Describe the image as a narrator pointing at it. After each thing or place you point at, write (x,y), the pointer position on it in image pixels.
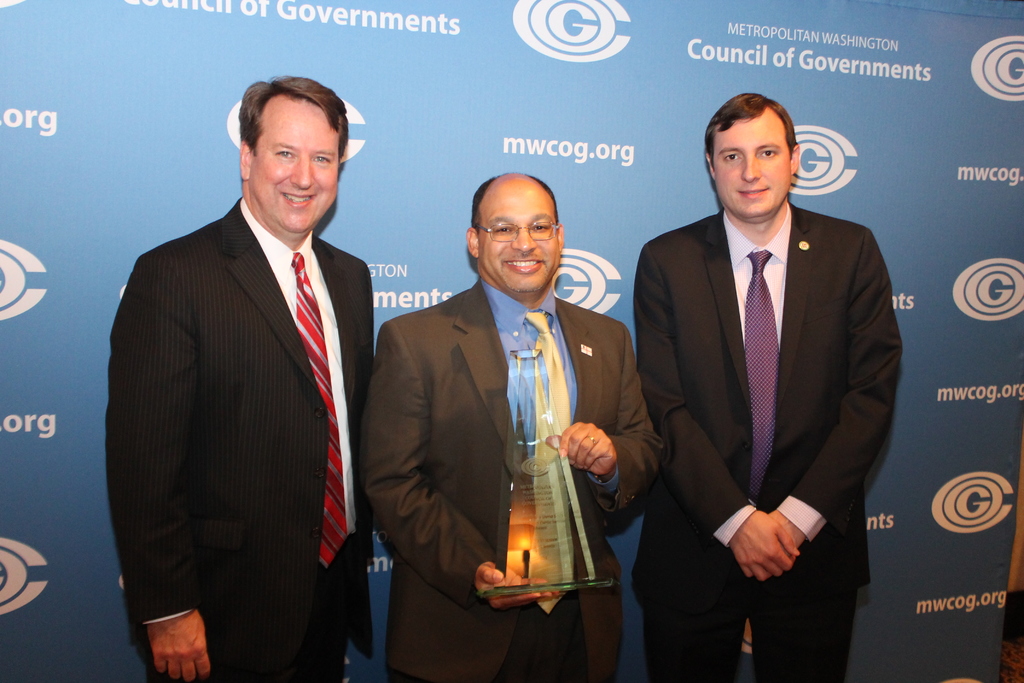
In the center of the image (677,326) we can see three men (732,355) are standing and smiling and wearing the suits (122,517), ties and a man (592,430) is holding a trophy (558,480). In the background of the image (47,577) we can see the board (938,167). On the board (904,25) we can see the text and logos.
